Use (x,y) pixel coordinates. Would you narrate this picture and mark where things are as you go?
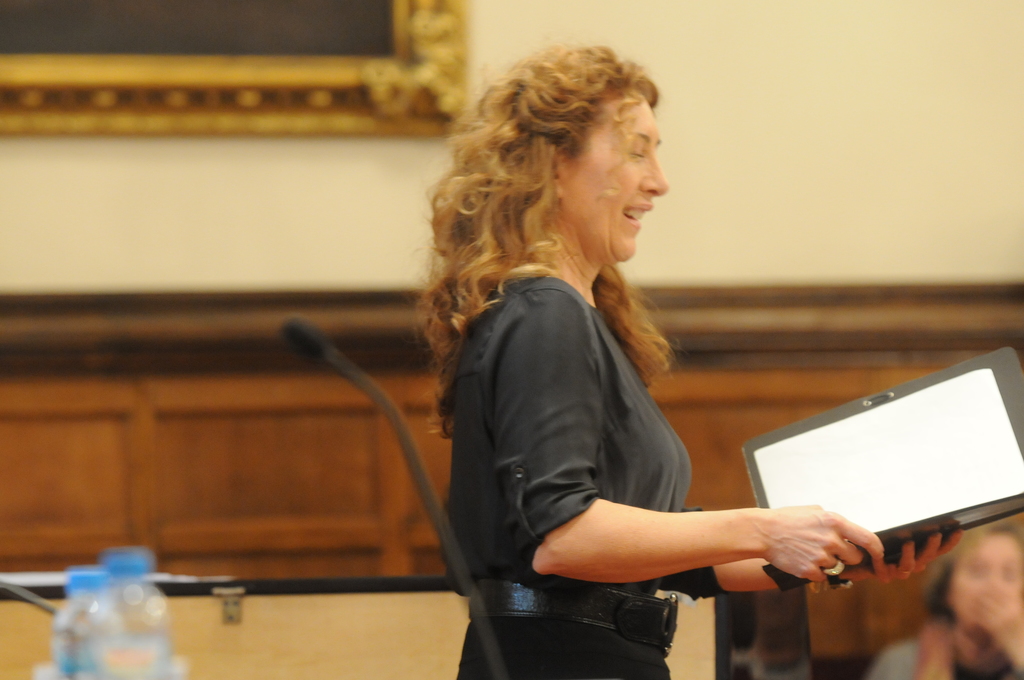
In this picture we can see a woman (621,500) is holding a file (798,503) and in front of the woman (547,512) there is a microphone (475,600) and bottles (144,628). Behind the woman (578,506) there is another person (936,640) and a wall (683,110) with a photo frame (299,77).
